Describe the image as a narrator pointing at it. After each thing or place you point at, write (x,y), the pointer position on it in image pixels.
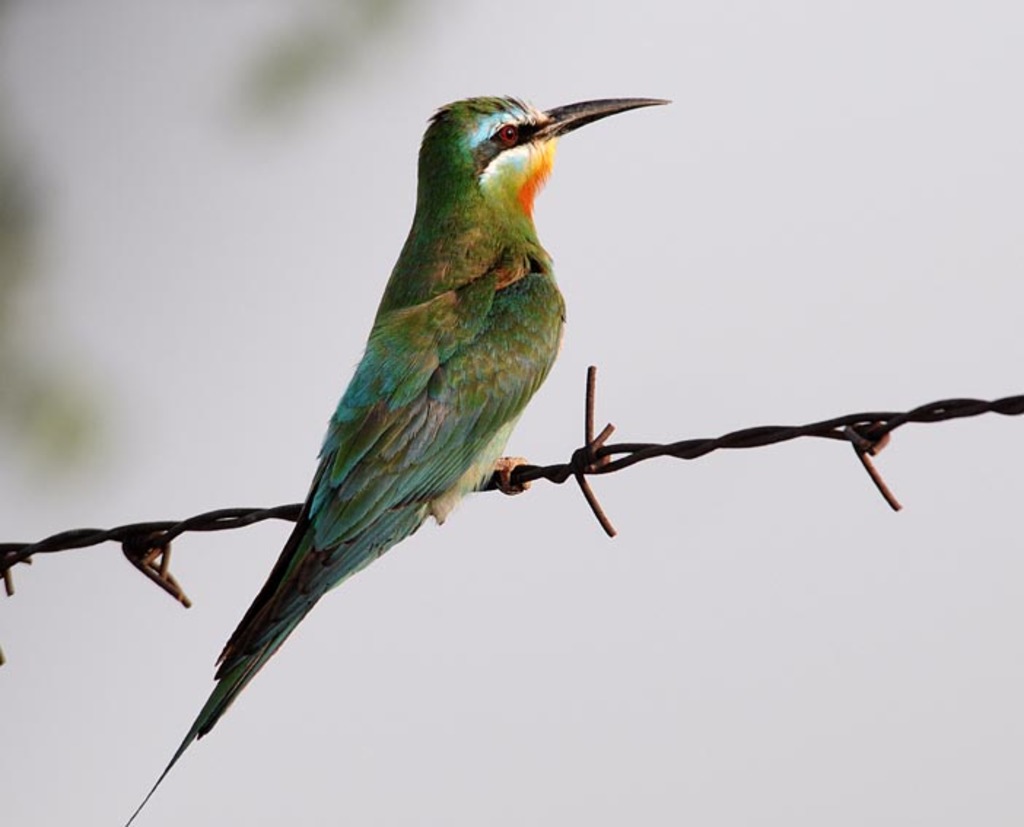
In the foreground of this image (494,419), there is a beautiful bird (489,363) on a barbed wire (596,454). In the background (983,157), there is the sky (848,143).
